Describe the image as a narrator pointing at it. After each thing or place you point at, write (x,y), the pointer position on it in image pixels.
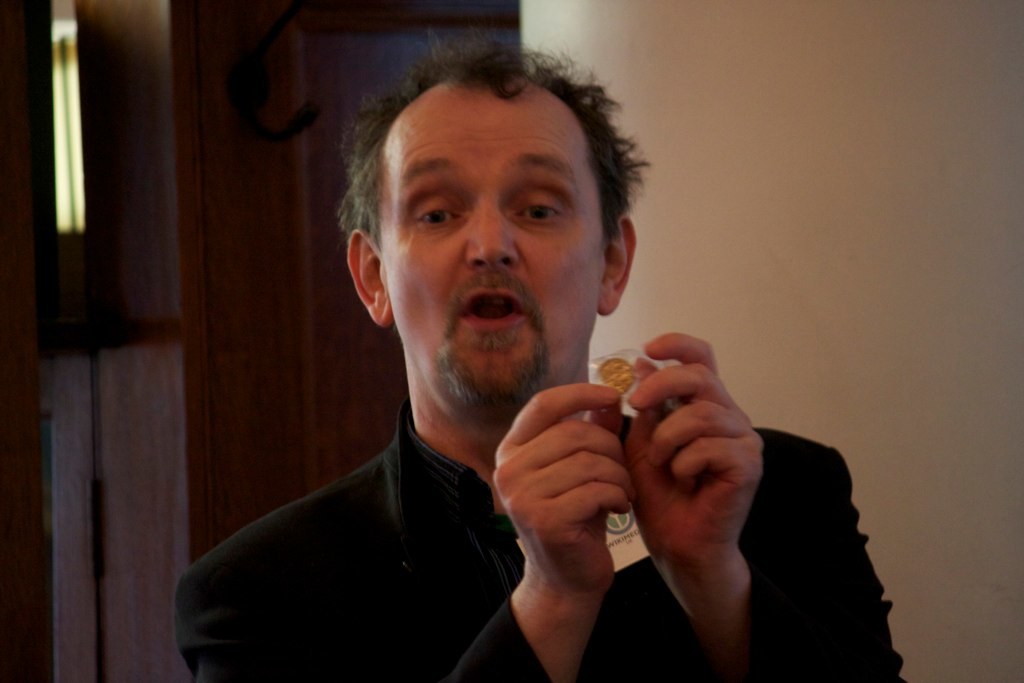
In this image I can see a man (392,641) and I can see he is wearing black colour dress (423,618). I can also see he is holding an object (626,357).
